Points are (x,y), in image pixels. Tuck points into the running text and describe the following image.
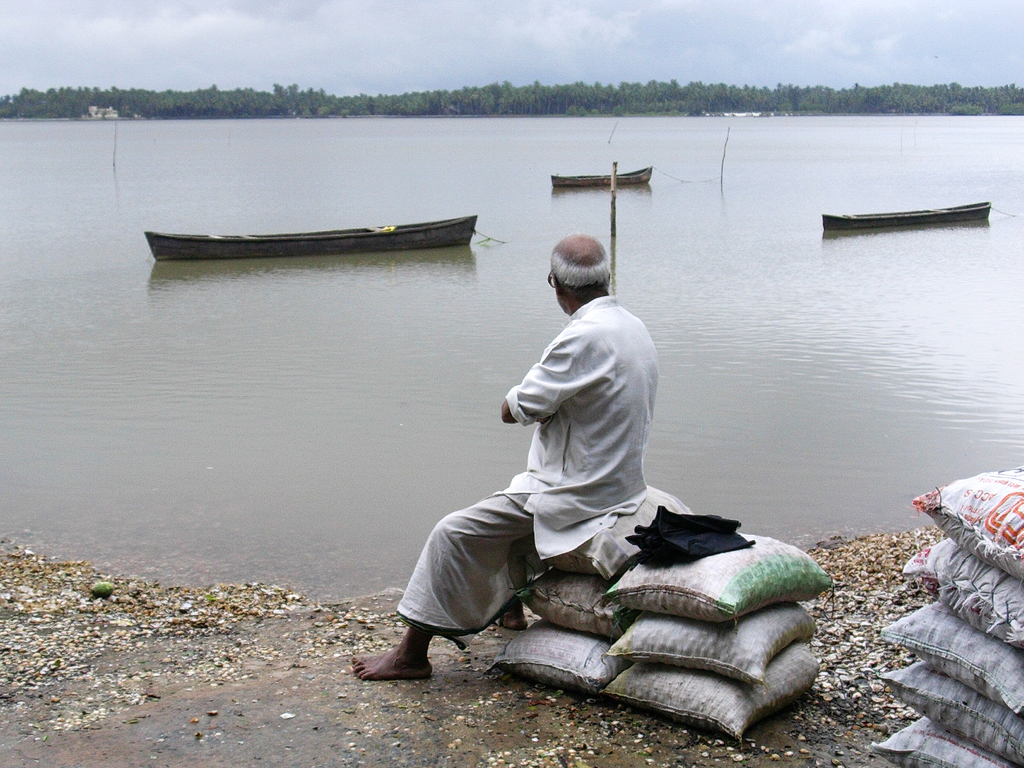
This picture might be taken outside of the city. In this image, in the middle (563,385), we can see a man (557,374) sitting on the bags (662,607). On the right side (827,221), we can see a boat (824,224). On the left side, we can also see another boat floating in water (609,211). On the top (632,27), we can see a sky (633,62) which is cloudy, at the bottom (846,666) there is a land (291,701). On the right side (950,483) corner, we can see bags (1007,574).
